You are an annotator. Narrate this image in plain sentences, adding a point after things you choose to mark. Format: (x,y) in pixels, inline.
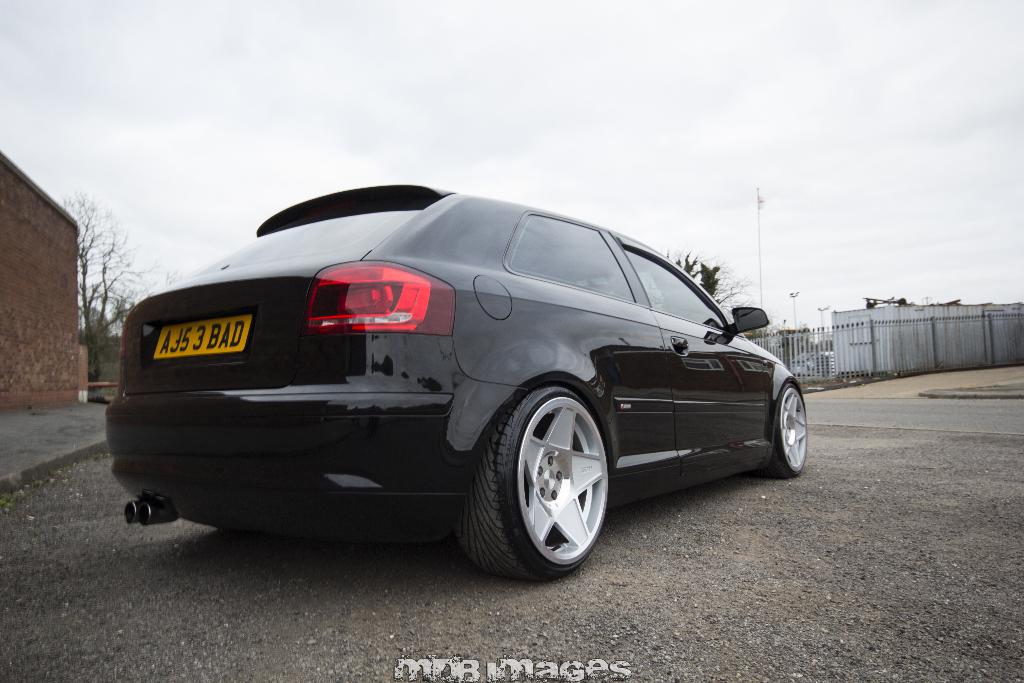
In this image we can see a black color car (547,442) on the road (672,544). In the background of the image (856,326) there is fencing (837,332), poles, sky (747,195). To the left side of the image (13,175) there is a house (61,388). There is a tree (93,337). At the bottom of the image (422,664) there is text (595,662).
